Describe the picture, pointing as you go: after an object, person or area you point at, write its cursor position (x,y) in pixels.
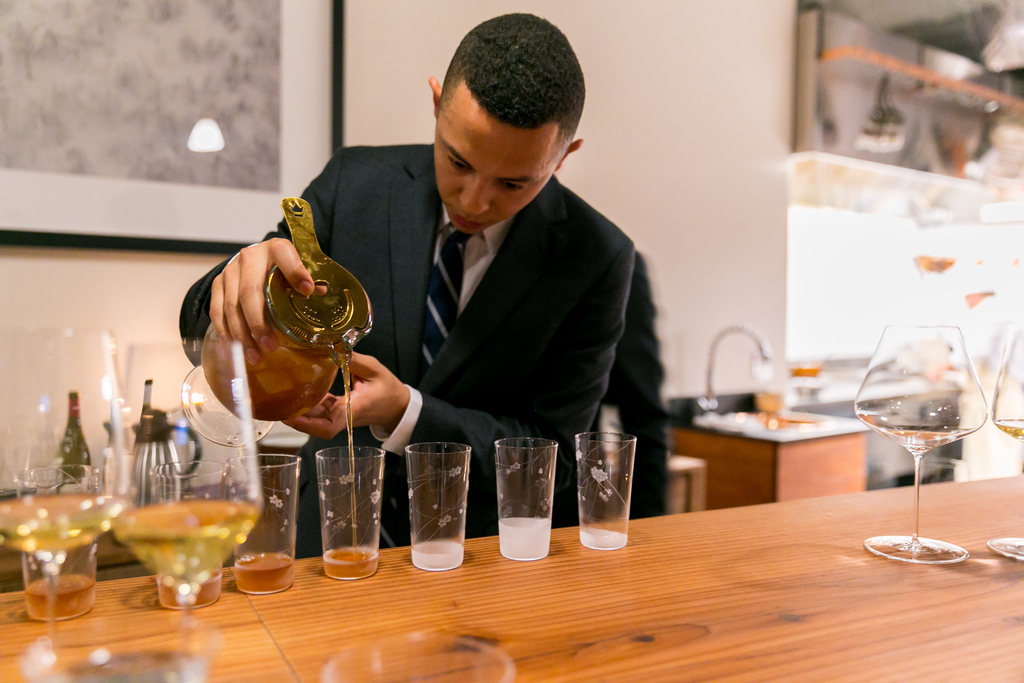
There are two persons (587,325) in this image. The person (521,309) standing in the middle (503,311) wearing black suit (509,328) is filling the glasses (379,508) with the jar (295,371) holding in his hand (271,339). In the background (242,149) there is a frame (237,161), A tap (707,386).
